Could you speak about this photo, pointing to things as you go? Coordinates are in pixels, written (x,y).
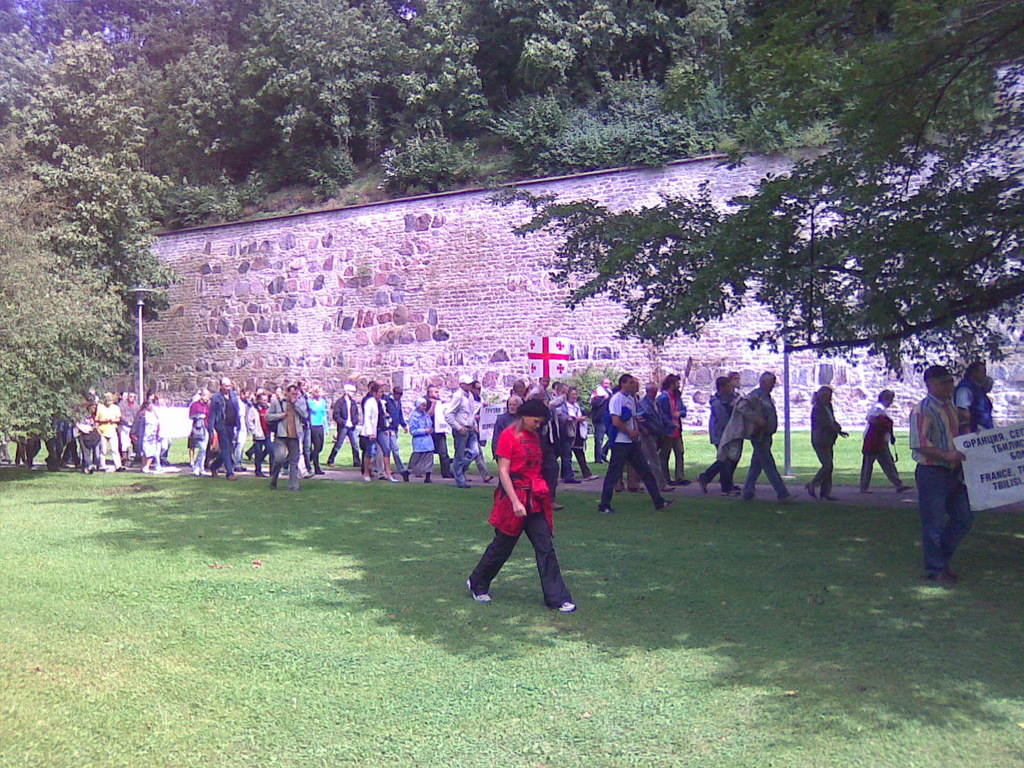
In this image I can see group of people (102,459) walking, I can also see a board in white color, background (87,172) I can see a wall (378,245), and trees (177,115) in green color.
